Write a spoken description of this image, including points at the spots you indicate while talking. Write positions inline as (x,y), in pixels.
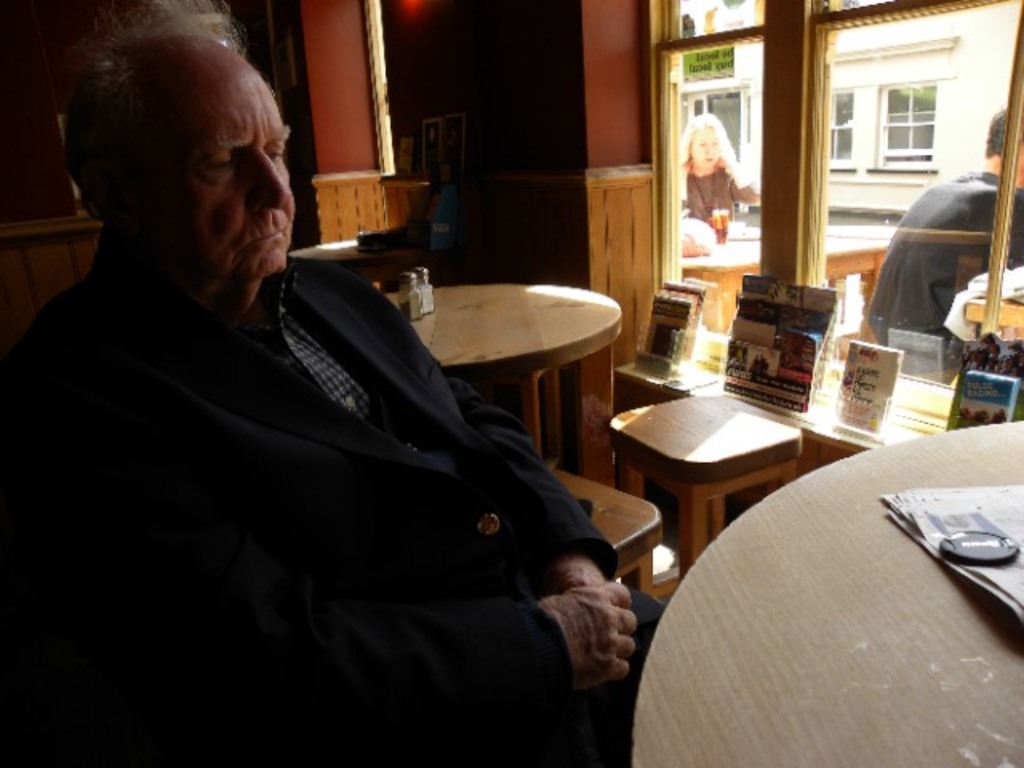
In this picture there is a old man (244,348) wearing a suit (292,511) sitting in the chair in front of a table (830,584) on which a paper (965,508) was there. Behind him there is another table (474,304) and some books (762,358) were placed on the desk (682,373). Through the windows (864,239) there are some people (726,203) sitting outside. In the background (898,154) there are some buildings (886,93) here.
